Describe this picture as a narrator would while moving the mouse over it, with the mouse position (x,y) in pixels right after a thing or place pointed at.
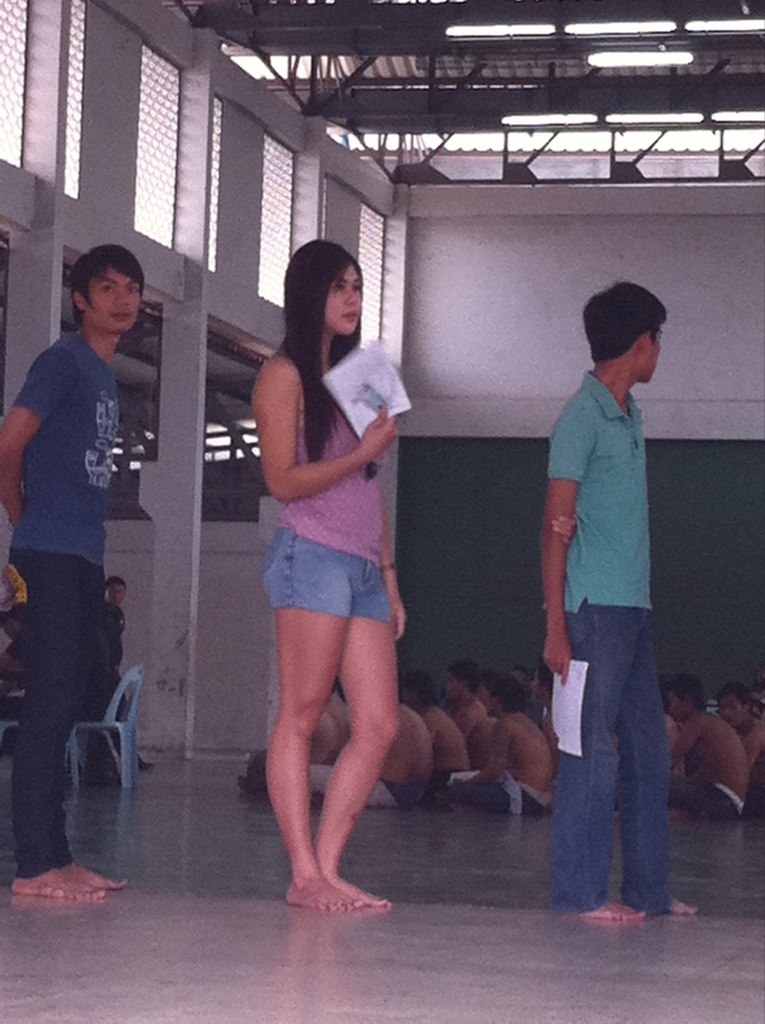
In this image I can see three persons (363,538) are standing in the front (378,365) and I can see two of them are holding white colour things (576,740). In the background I can see few people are sitting on the ground (269,870). On the left side of this image (114,753) I can see a chair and near it I can see one more person (113,667) is standing. On the top right side of this image (622,121) I can see number of lights (614,116).
